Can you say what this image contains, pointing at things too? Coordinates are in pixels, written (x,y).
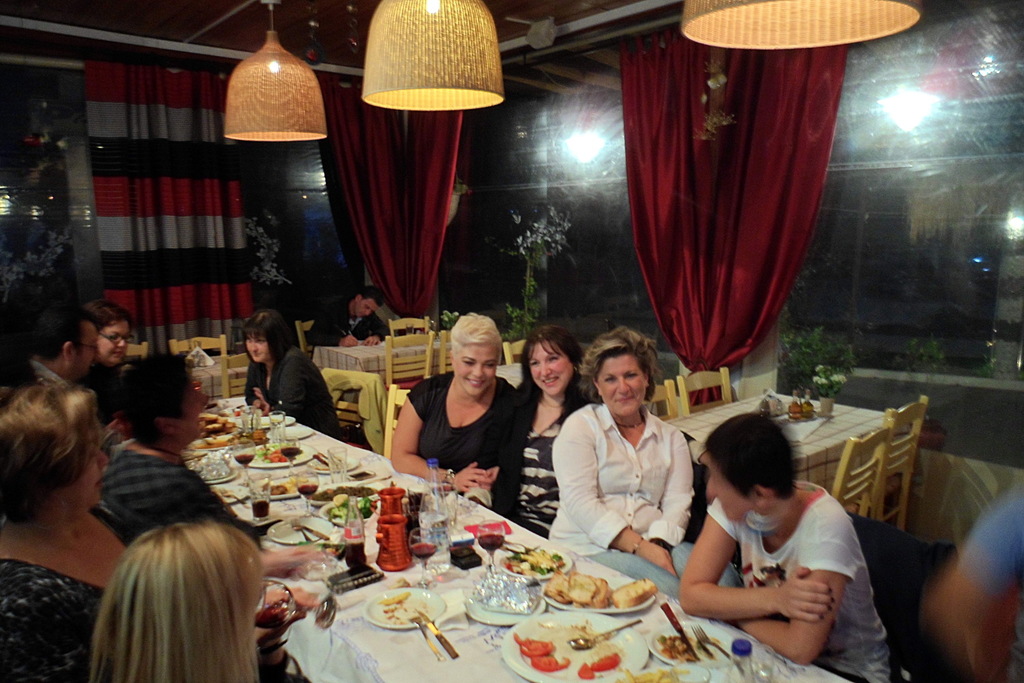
There are group of people (160,429) sitting in chairs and there is a table (500,640) in front of them which has some eatables (347,497) on it and the person (345,314) in the background (347,316) is sitting in chair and writing something on a paper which is on the table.
